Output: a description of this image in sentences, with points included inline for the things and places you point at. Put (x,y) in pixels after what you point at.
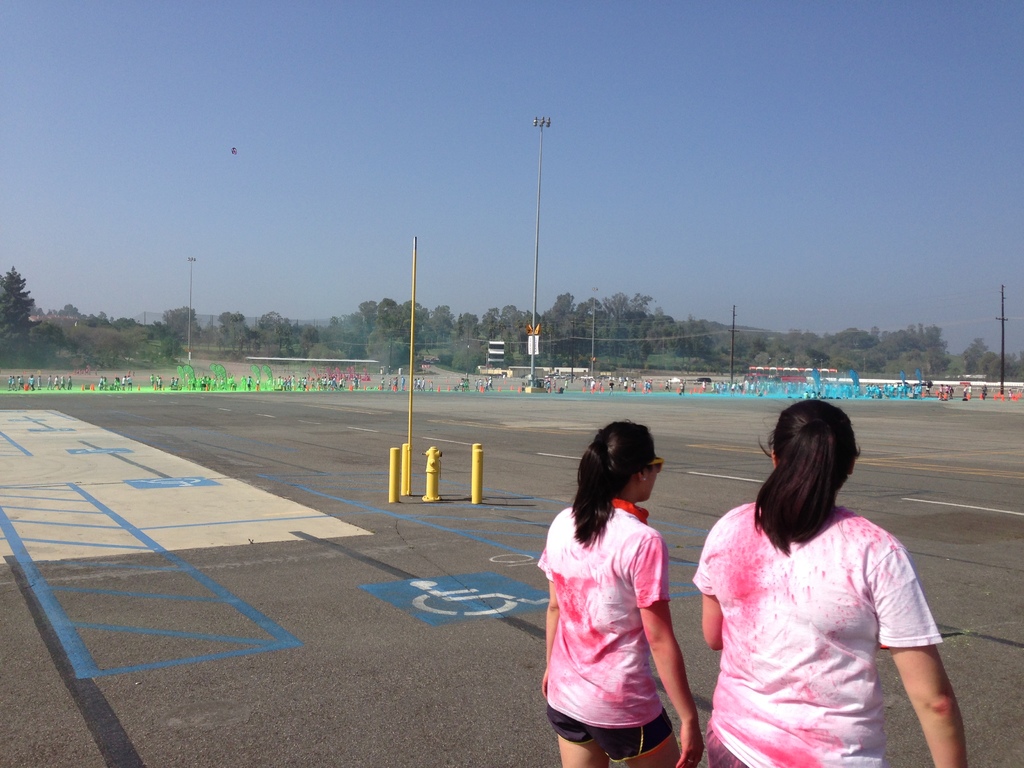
In this image I can see 2 people (687,691) standing. There are poles (1003,343), wires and trees (362,341) at the back (273,324). There is sky (234,179) at the top (281,167).
